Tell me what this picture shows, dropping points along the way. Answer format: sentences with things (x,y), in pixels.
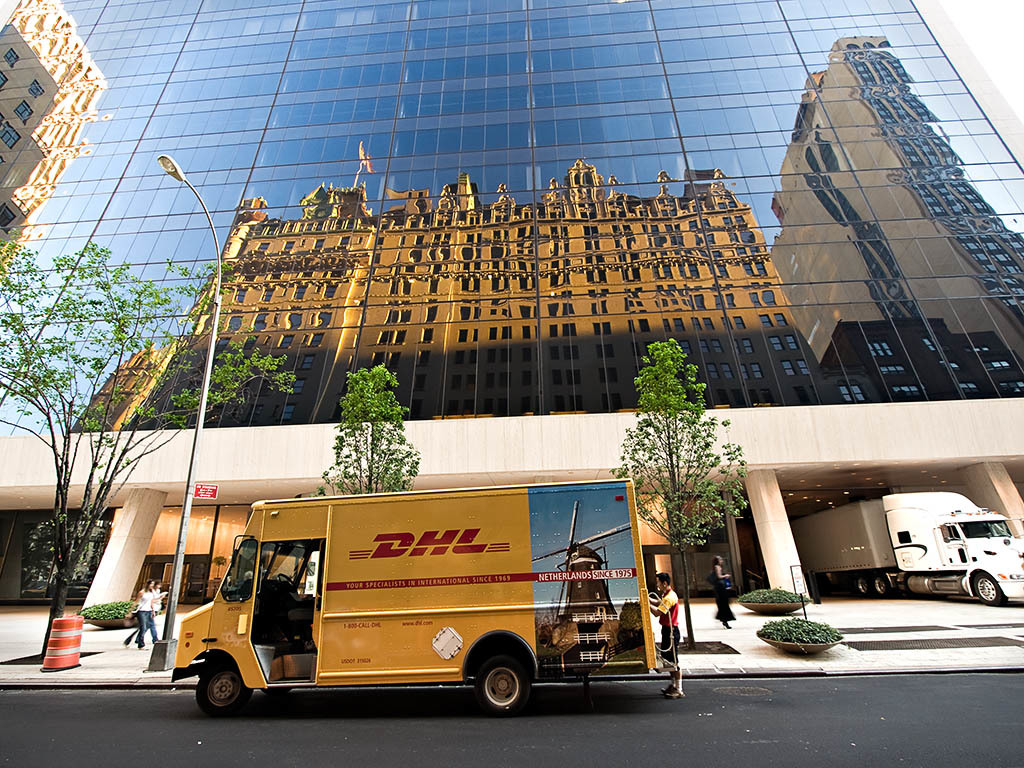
In this image we can see the front view of a building (408,243), in front of the building (340,242) on the pavement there are trees (648,487) and lamppost (177,579) and few pedestrians (157,601) walking, in front of the building (194,580) on the road surface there is a truck (482,619) and from the cellar (854,494) there is a vehicle (896,558) coming out.
